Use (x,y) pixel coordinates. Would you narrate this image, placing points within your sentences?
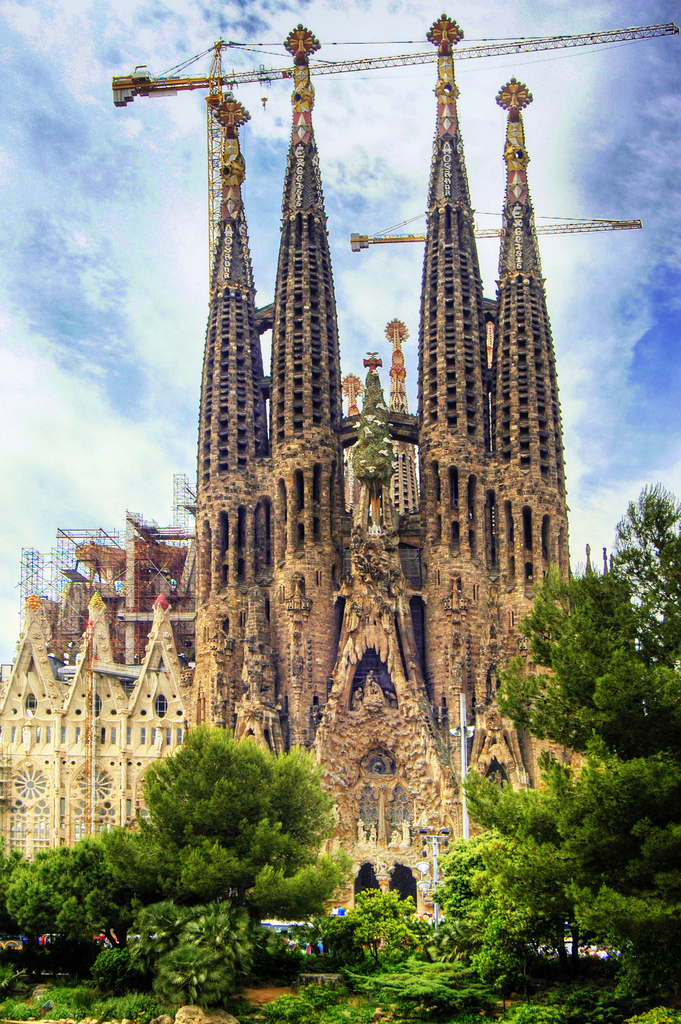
In this picture, we can see a few buildings (348,572), cranes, poles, ground (345,957) with plants (317,959), trees (406,935), and the sky (383,135) with clouds (383,135).
